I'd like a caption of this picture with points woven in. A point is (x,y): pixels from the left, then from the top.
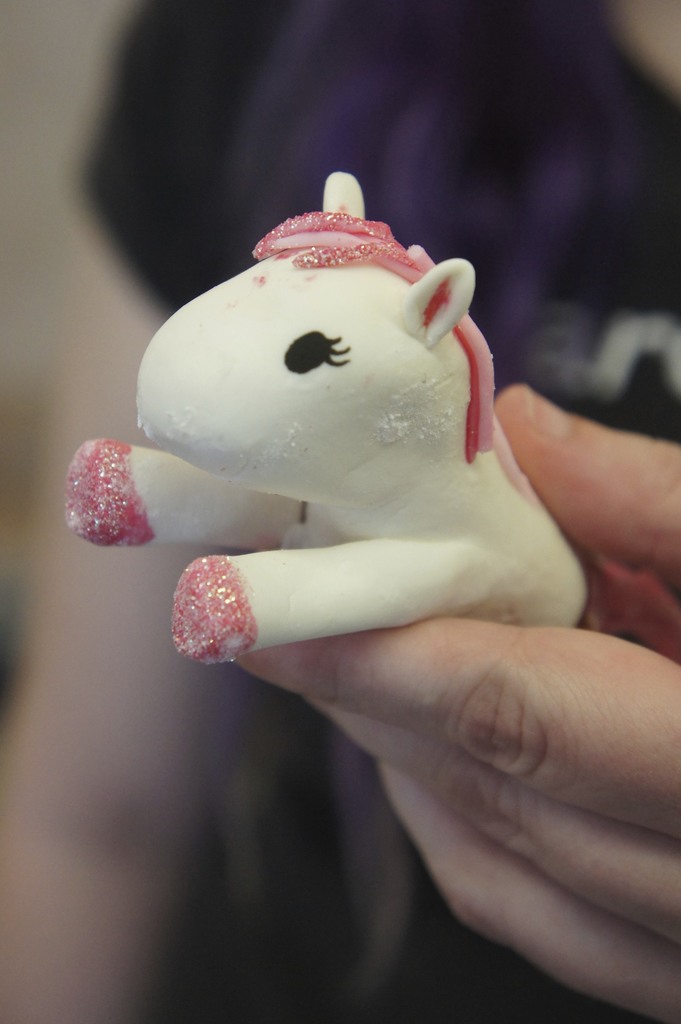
In this picture we can see a person's hand (447,847) is holding a toy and in the background (373,848) we can see it is blurry.
